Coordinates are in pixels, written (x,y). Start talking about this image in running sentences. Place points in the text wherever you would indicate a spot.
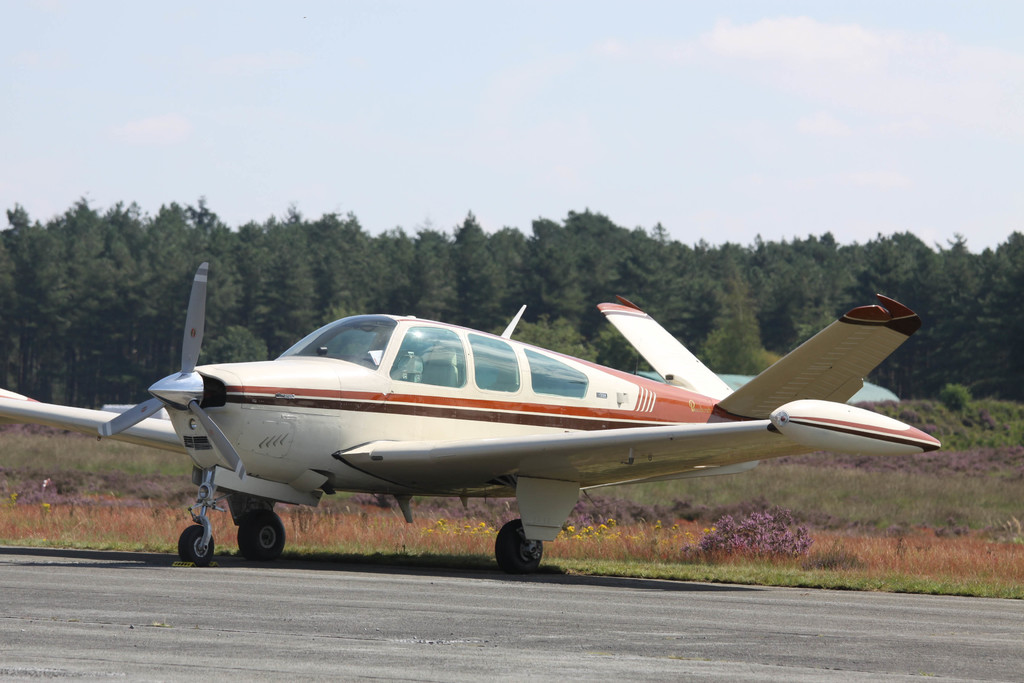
In this picture we can see an airplane (718,460) on the ground (445,549), trees (518,271) and in the background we can see sky (855,61) with clouds (873,54).
